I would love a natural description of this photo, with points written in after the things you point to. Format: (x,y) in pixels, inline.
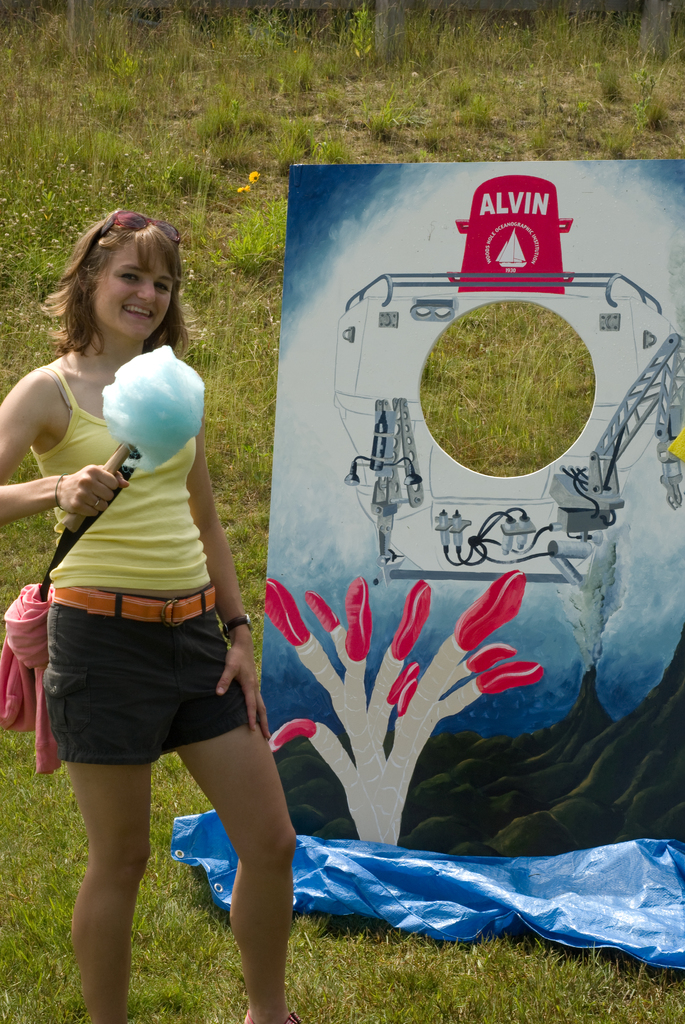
In the image on the left (93,580), we can see one person (153,548) standing and smiling. And we can see she is holding some object (114,458). In the background (275,232) we can see grass (188,113), one cloth (402,879) and banner (441,580).
